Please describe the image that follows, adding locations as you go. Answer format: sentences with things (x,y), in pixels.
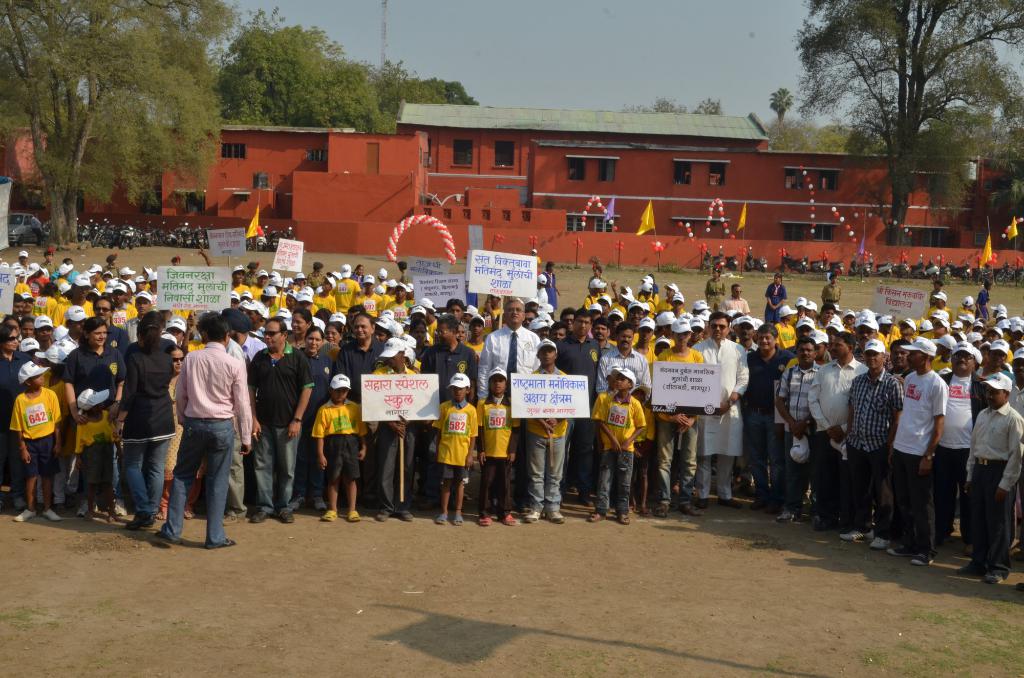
In this image, there are a few people (970,415). Among them, some people (412,370) are holding some boards (403,379) with text (387,390). We can see the ground (811,675). We can also see some balloons (399,234), flags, poles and decorative objects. There are a few trees (164,30), vehicles (26,240), buildings (882,188). We can see an object (2,221) on the left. We can also see the sky (408,49). We can also see an object (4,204) at the top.
